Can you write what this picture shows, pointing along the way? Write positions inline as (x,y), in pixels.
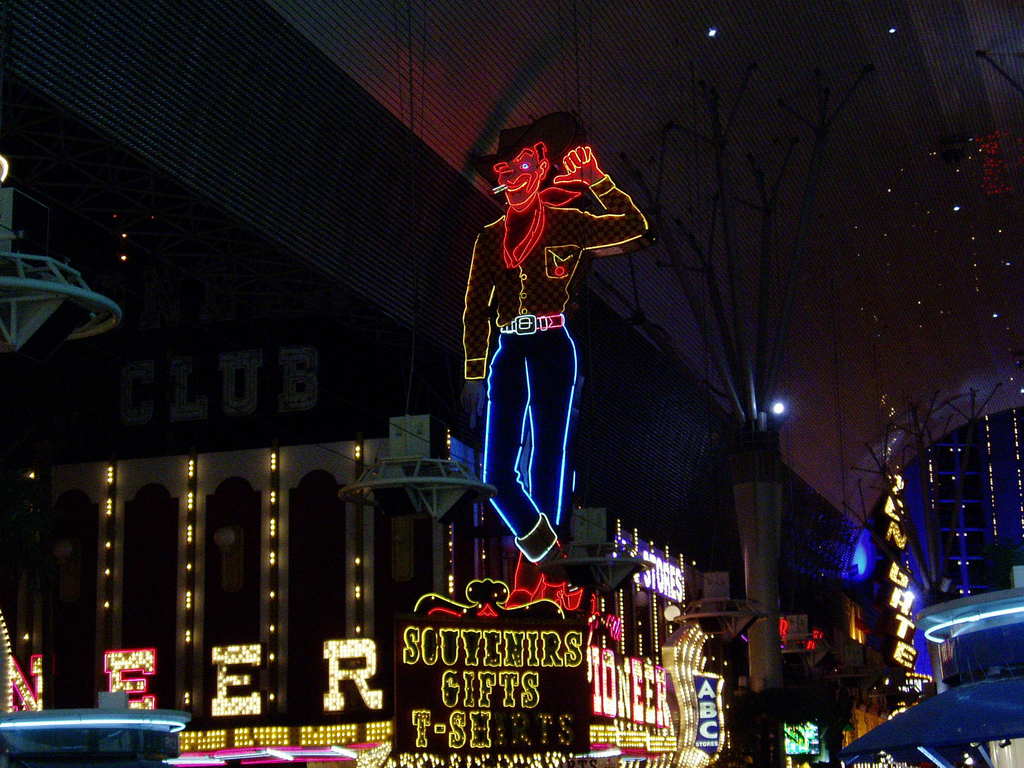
In this picture I can see the decorative lights (369,675). I can see the buildings (318,657). I can see lcd screens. I can see hoardings (593,682).
